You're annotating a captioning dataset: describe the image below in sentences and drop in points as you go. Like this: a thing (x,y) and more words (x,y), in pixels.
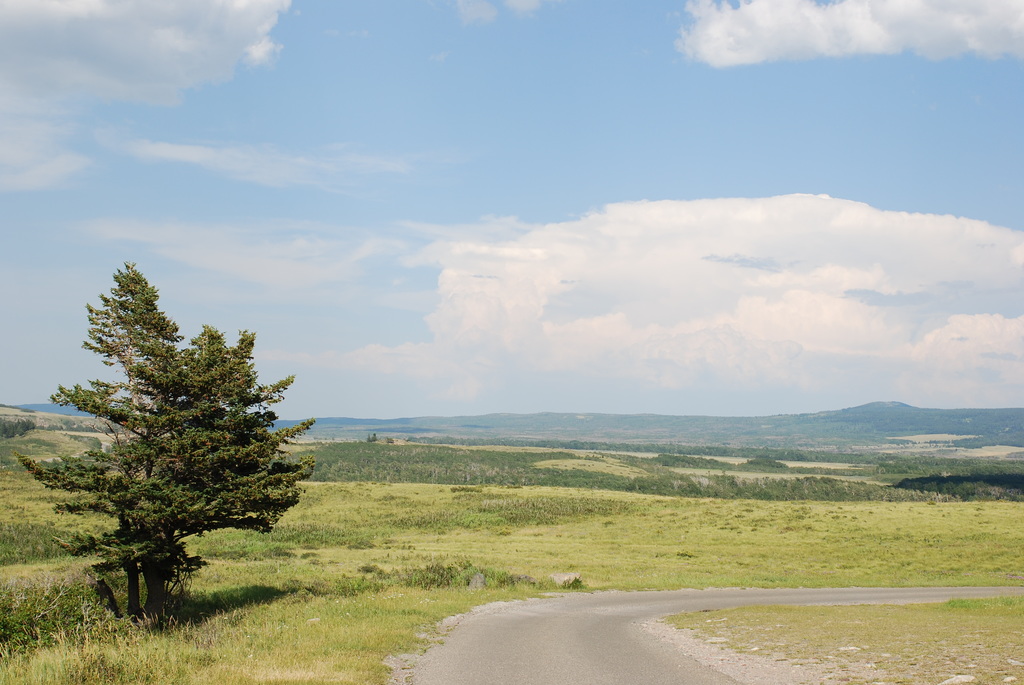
In this I can see at the bottom (616,637) there is the road (610,629), on the left side (186,395) there are trees (194,427). At the top (588,100) it is the blue color sky (611,96).
